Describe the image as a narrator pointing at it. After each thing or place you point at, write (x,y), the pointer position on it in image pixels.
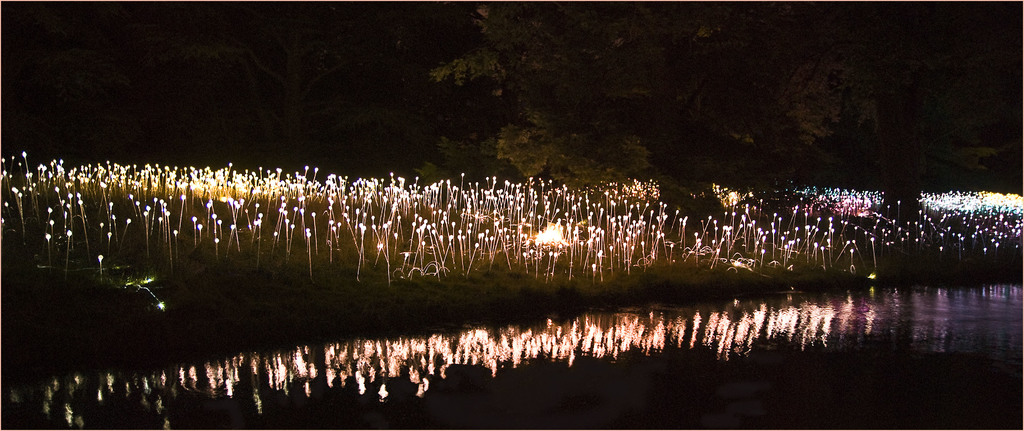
In the picture I can see trees (609,176), water (917,293), lights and some other things (645,296). This image is little bit dark.
